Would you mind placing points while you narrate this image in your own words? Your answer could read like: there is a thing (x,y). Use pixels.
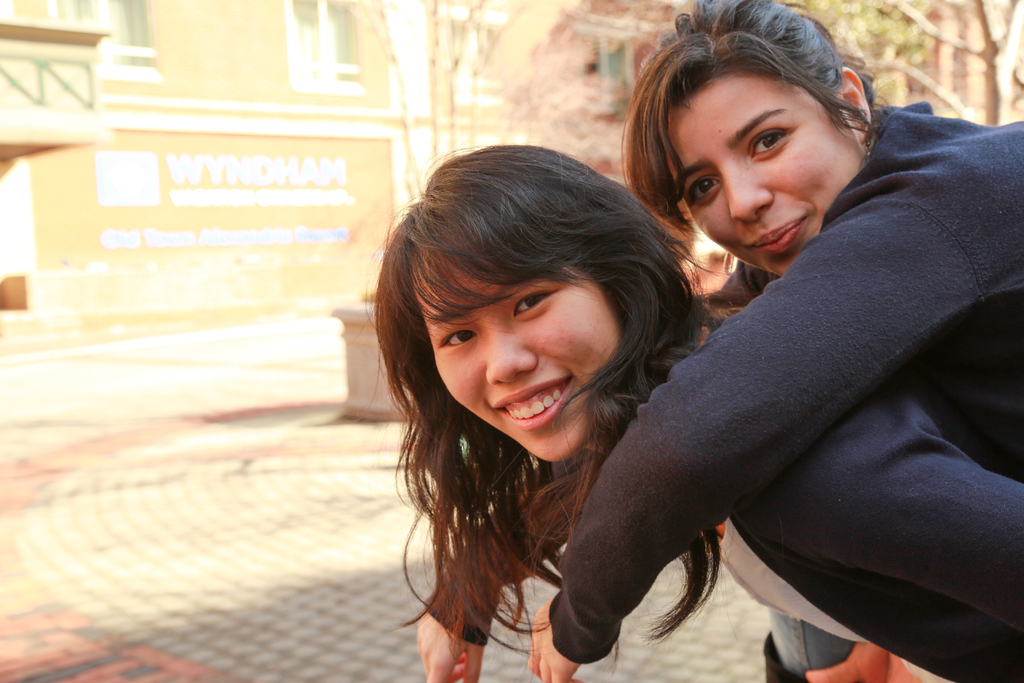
In the image there are two women (829,323) on the right side (857,227) in sweatshirts (697,492), both of them are smiling, on the left side (190,168) there is a building (165,153) with trees (453,74) in front of it.
